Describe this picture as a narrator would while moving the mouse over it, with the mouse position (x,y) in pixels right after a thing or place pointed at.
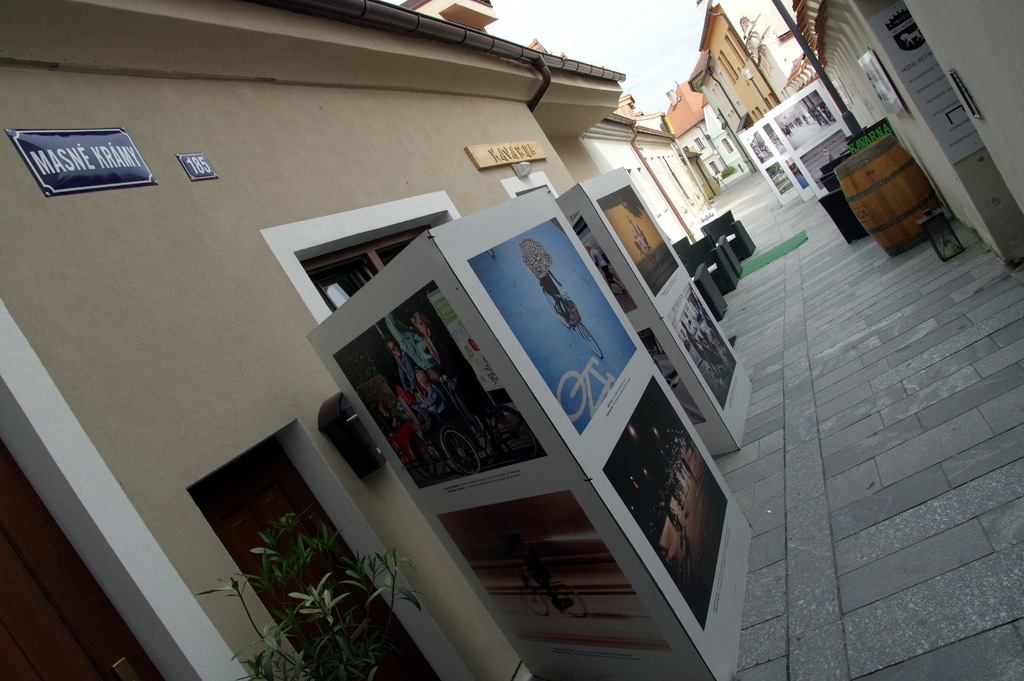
In this picture there is a advertising Banner board (612,454) in front (661,527). Behind there is a brown color wall (127,122) with windows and doors (285,603). On the right side (884,456) we can see a lane (932,502) with cobble stones (883,292) and brown color drum (898,243). In the background (728,157) there are some buildings (712,148) in the lane (906,254).
